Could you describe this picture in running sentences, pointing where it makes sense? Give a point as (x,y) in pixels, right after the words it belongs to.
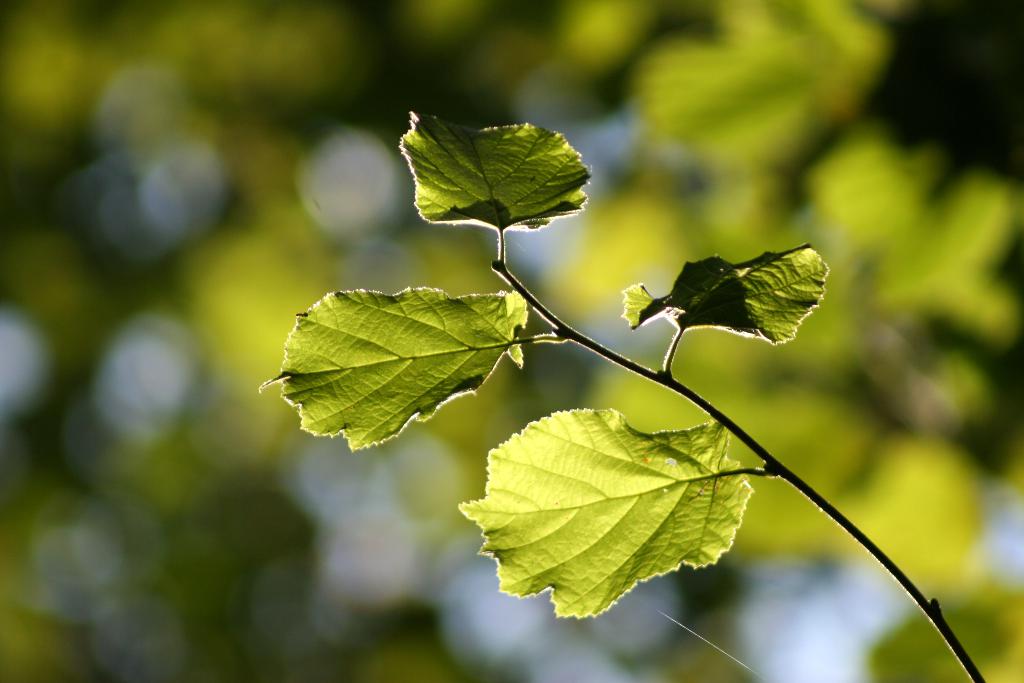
In this image, we can see a branch (707,326) on blur background.
